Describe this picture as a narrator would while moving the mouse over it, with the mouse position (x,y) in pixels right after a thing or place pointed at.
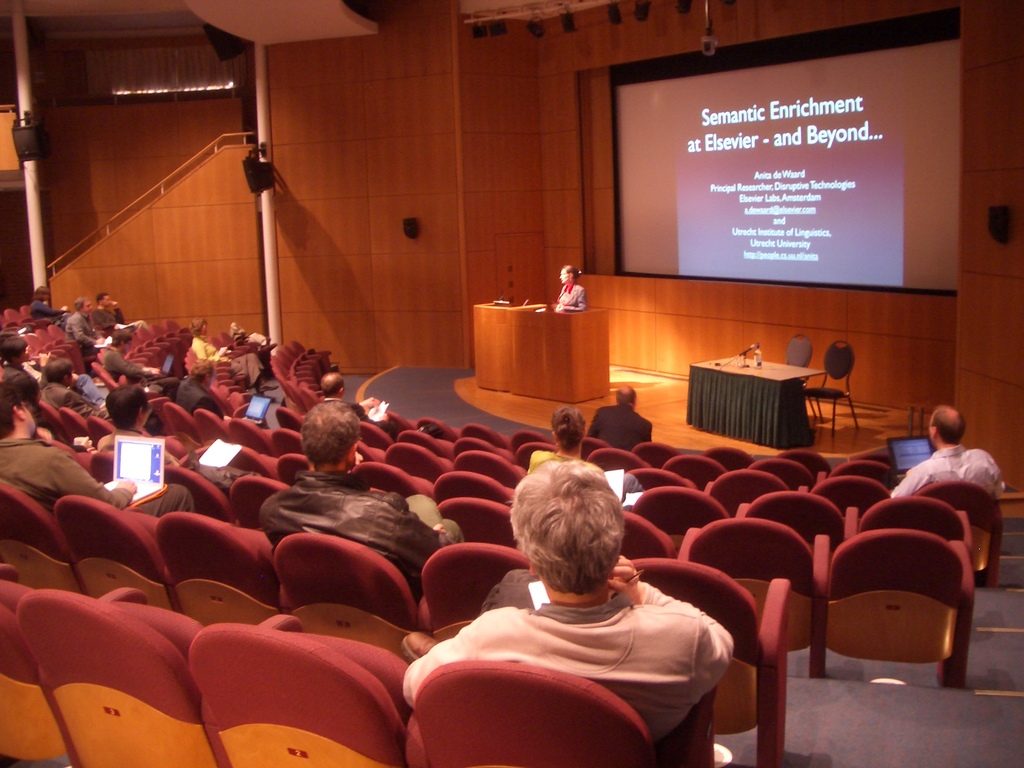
This picture is inside view of an auditorium (364,607). We can see some persons (349,481) are sitting on a chair (509,526) and some of them are holding laptops (139,482). At the top of the image (536,29) we can see lights (537,30) are present. In the middle of the image (632,264) screen (723,202) is there. A lady (566,269) is standing in-front of podium (554,355). In the middle of the image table (754,398), chair (830,366), mic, bottle (754,354) are present. On the left side of the image (245,188) speakers (248,182), stairs (142,196), wall (151,150) are there. In the middle of the image (375,382) floor (391,383) is present.
